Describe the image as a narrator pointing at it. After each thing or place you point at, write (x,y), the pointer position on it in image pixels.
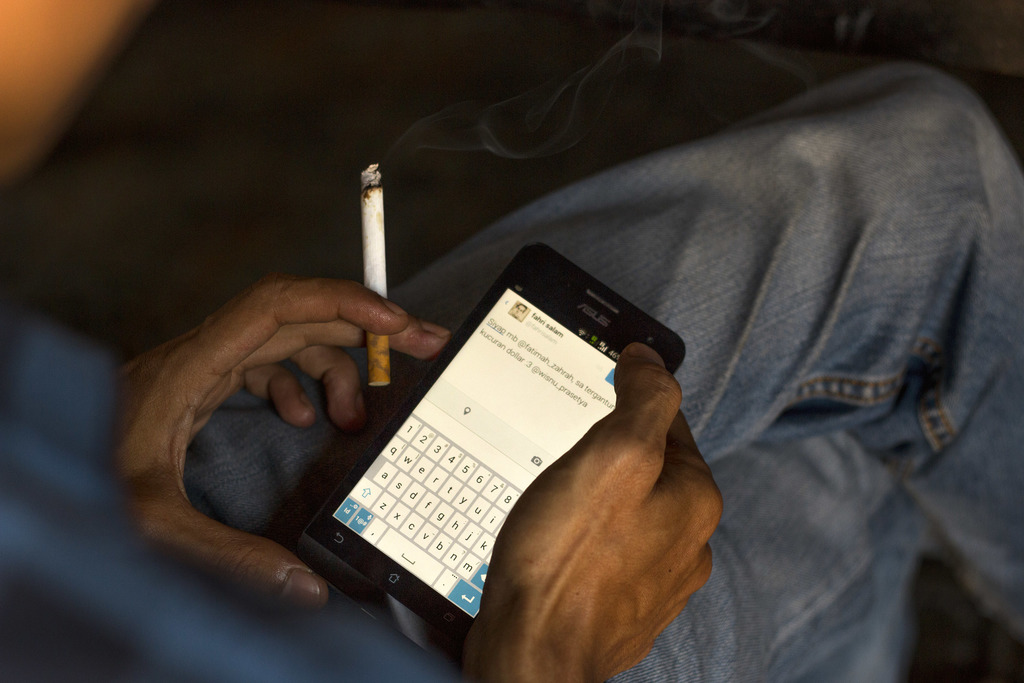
In this image, we can see a person (644,384) whose face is not visible holding a phone (527,432) and cigarette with his hands (309,351).
